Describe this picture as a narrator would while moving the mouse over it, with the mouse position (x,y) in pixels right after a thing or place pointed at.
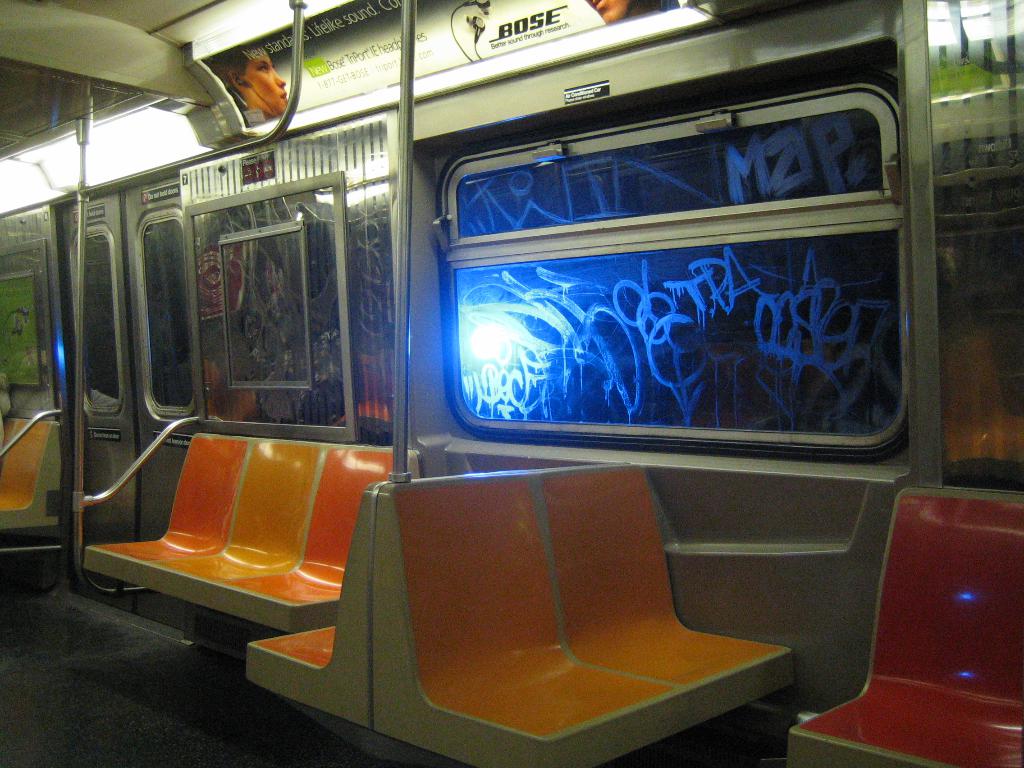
I think this picture was taken inside the train (340,255). These are the seats (340,638). This looks like a window (510,300) with the glass door (657,397). I can see the doors (141,376). This looks like a poster (341,56), which is attached to the train (1013,96).
